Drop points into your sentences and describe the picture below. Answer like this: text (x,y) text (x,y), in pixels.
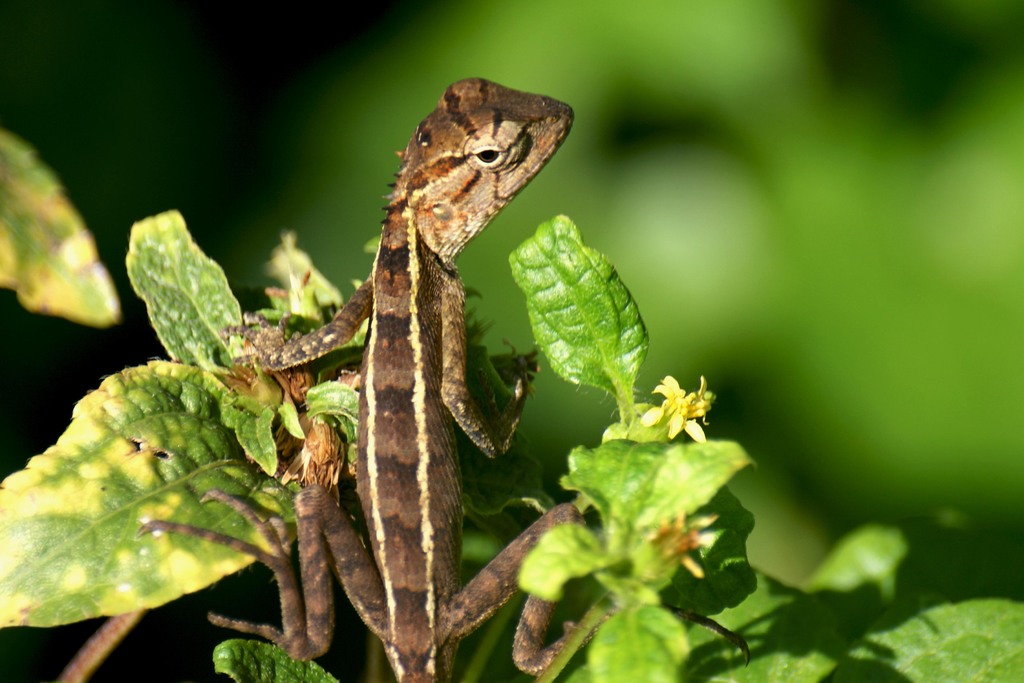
In this image there is a reptile (391,315) visible on leaves (84,475) visible, background (854,152) is in green color.
